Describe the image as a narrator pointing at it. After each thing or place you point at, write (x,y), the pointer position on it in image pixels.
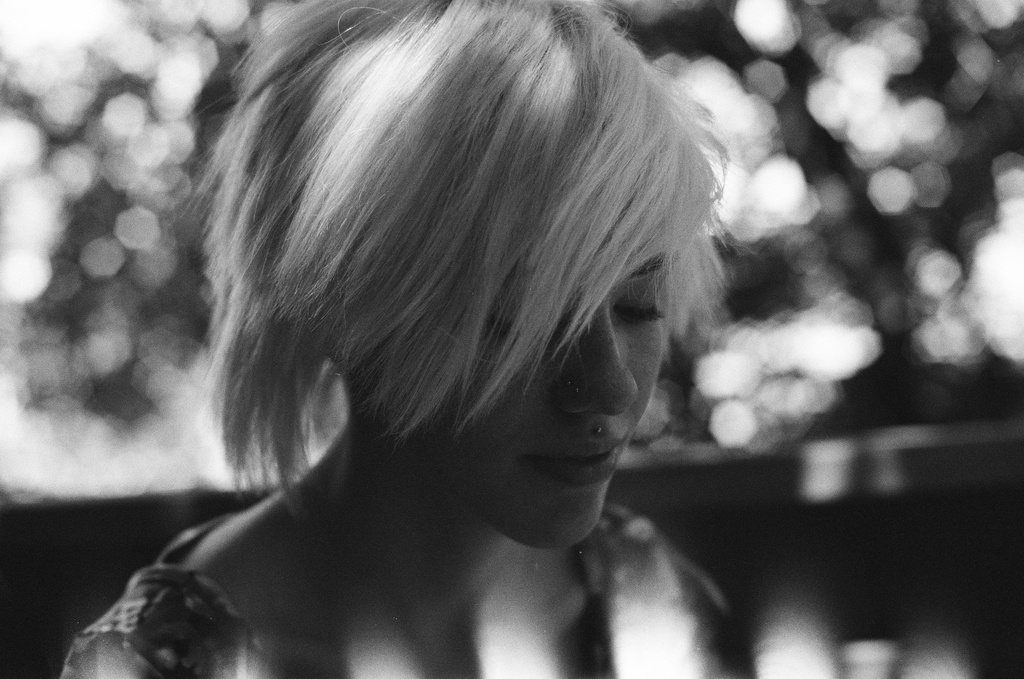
In this picture we can see a woman (222,568) smiling and in the background (200,388) it is blurry.
